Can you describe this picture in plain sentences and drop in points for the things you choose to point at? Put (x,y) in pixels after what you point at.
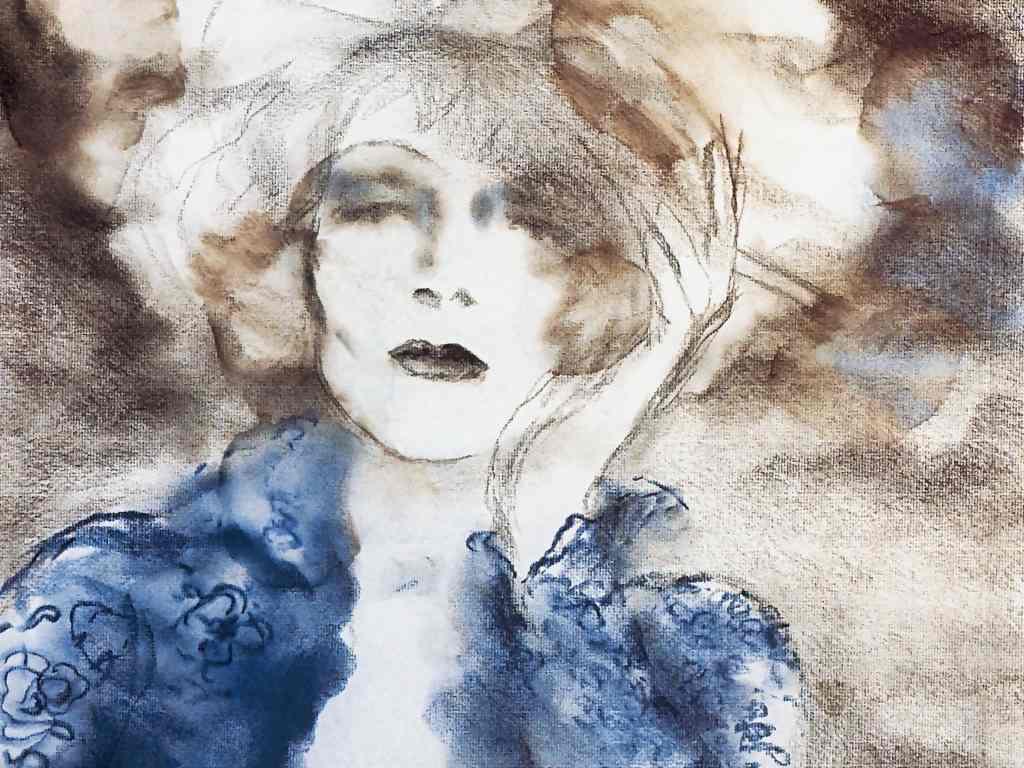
In this image, we can see a sketch (582,413) of a lady (498,389).
